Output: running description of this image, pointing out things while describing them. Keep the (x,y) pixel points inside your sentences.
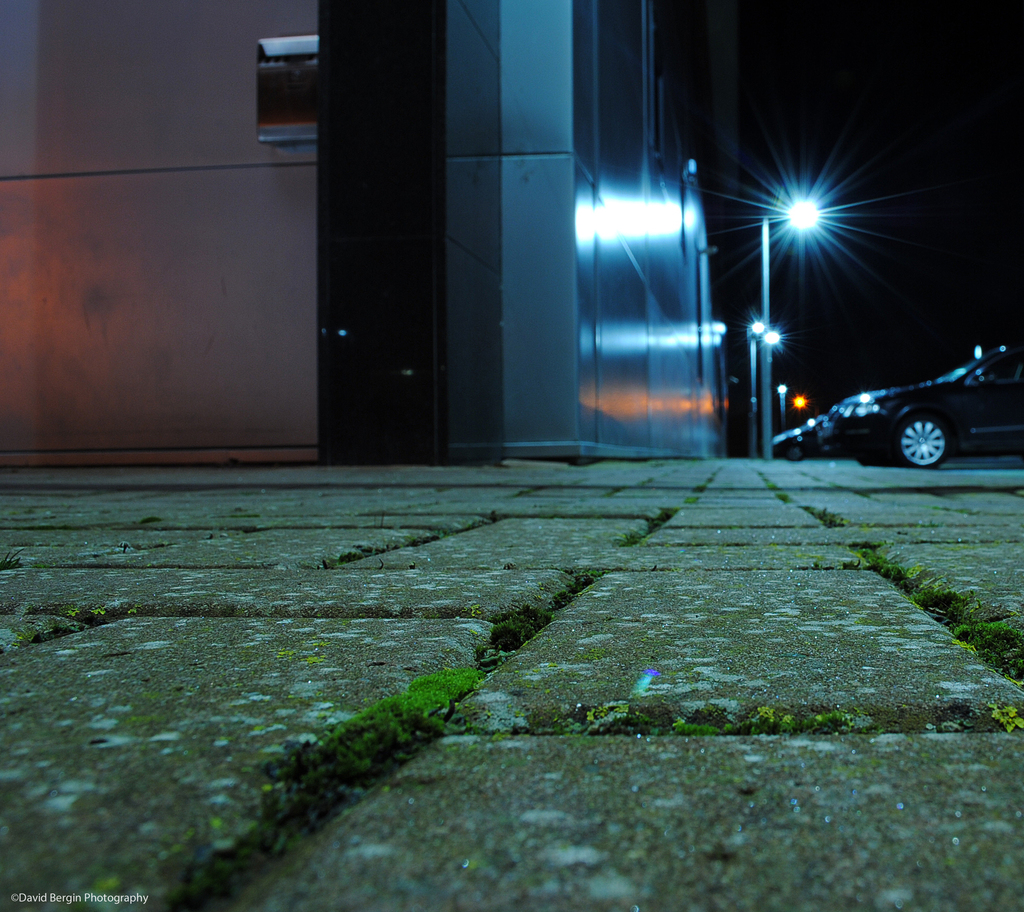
In this picture we can see some grass (967,630) at the bottom (347,771), on the left side (271,250) there is a building (318,287), on the right side (975,420) we can see a car (955,375), some poles (763,360) and lights (803,213), there is a dark background (922,183).
